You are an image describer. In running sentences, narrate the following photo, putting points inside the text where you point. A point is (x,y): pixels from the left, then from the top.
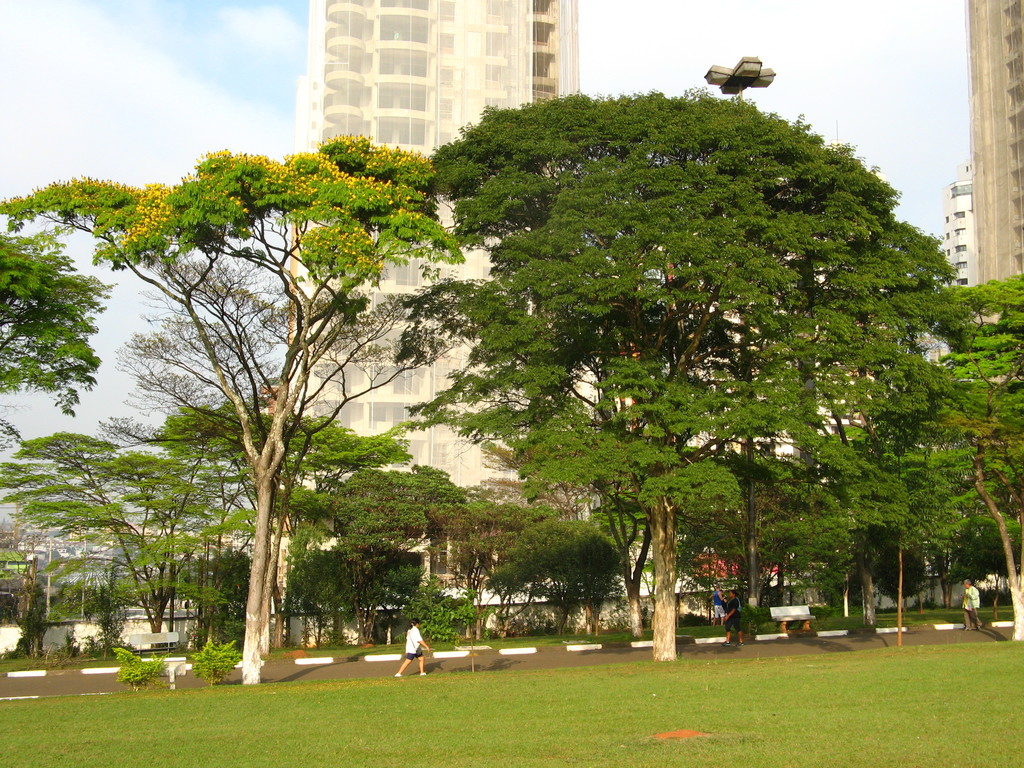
In this image in the center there is grass (548,713) on the ground (451,693) and there is a kid (408,660) walking. In the background (325,440) there are trees (553,405) and there are buildings (1003,143), there is a pole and the sky (104,165) is cloudy.
